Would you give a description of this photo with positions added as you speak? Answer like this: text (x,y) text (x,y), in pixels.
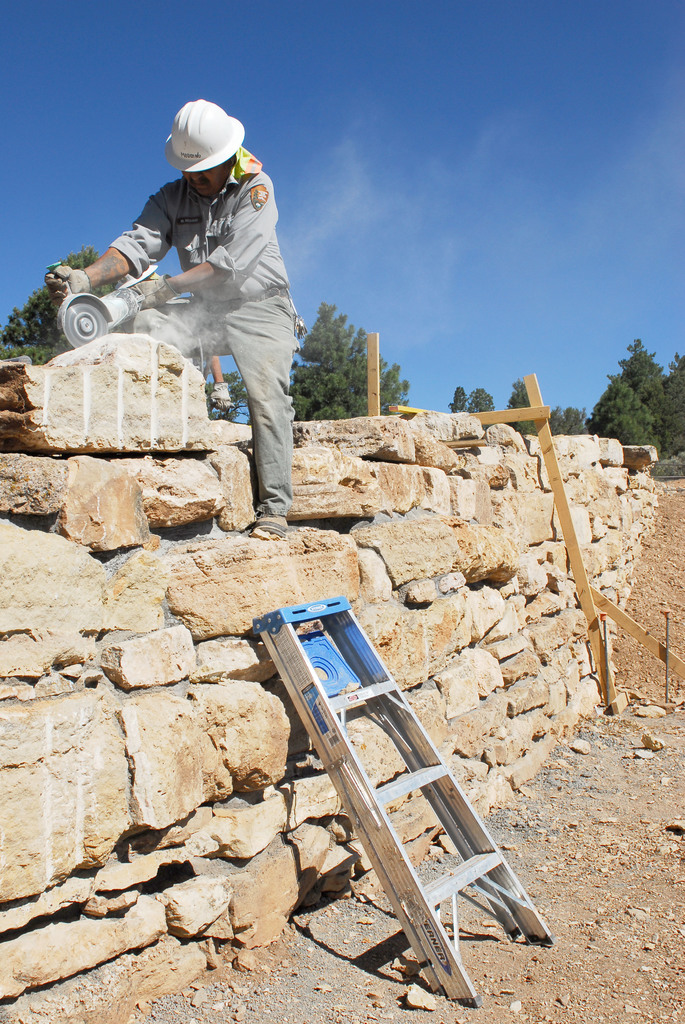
In this picture there is a man (269,200) standing and wore helmet (220,125) and holding a tool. We can see rocks (163,388), ladder (345,663) and wooden objects (372,399). In the background of the image (388,386) we can see trees (354,386) and sky (359,222).
